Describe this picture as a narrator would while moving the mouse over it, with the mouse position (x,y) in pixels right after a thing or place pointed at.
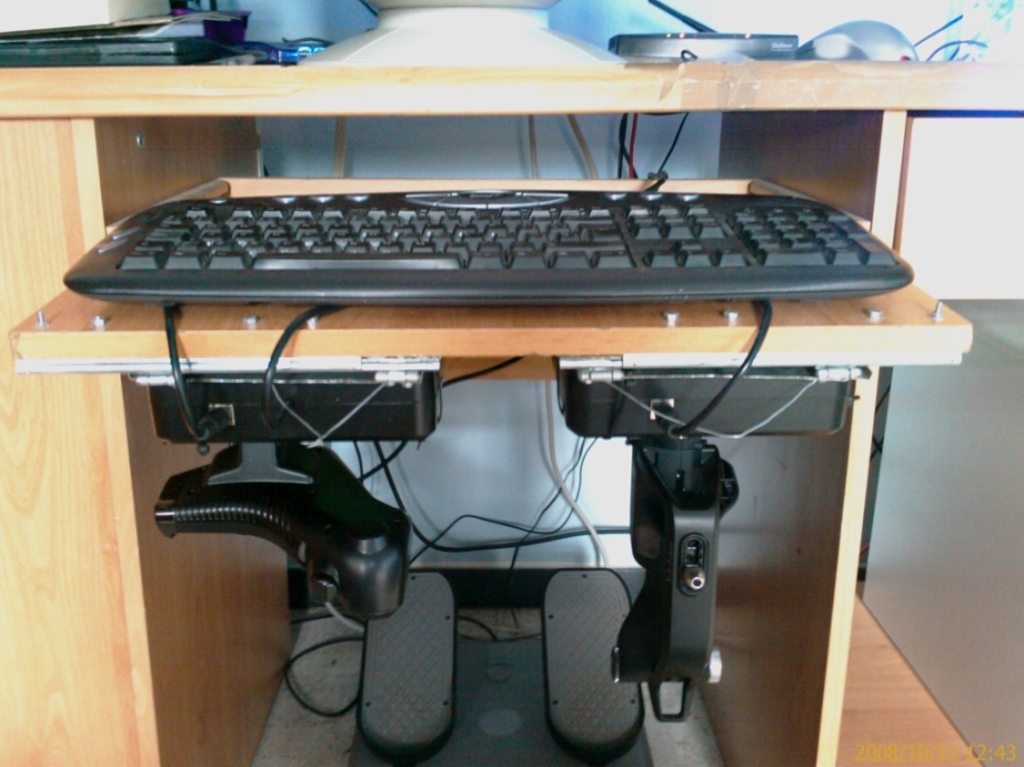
in this picture we can see a keyboard (397,303) on the table (652,334), and wires (757,340) attached to it, and in front a wall (474,443), and there are some other objects (426,50) on the table (756,83).
